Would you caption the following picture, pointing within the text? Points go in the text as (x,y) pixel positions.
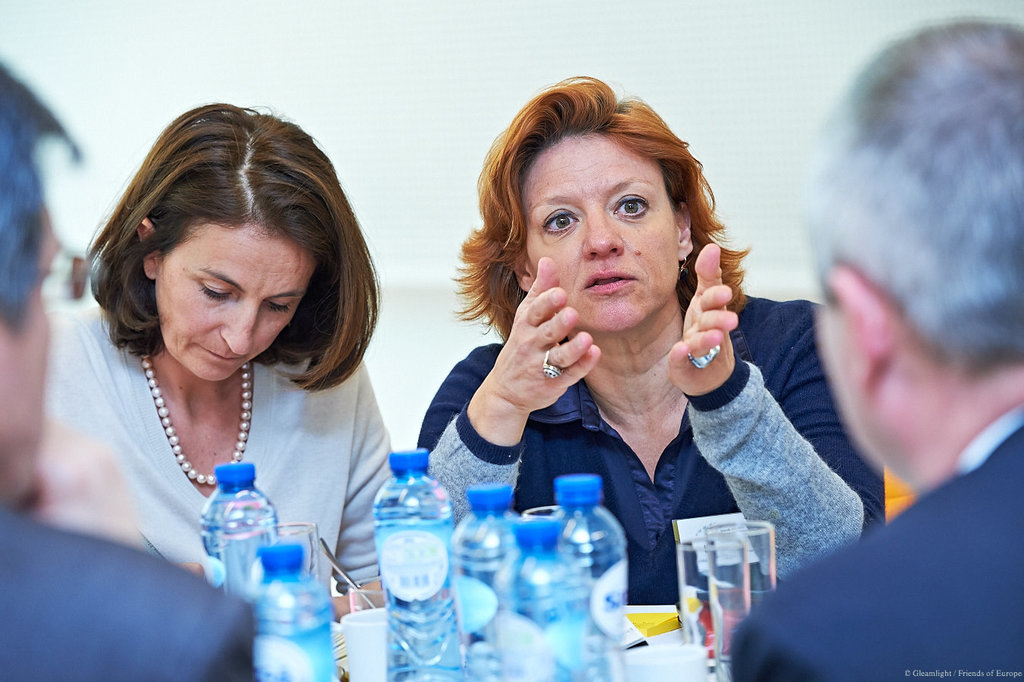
In the image we can see two men (129,610) and two women (643,385) are sitting, they are wearing clothes (889,575). This is a neck chain (246,434) finger ring (551,373) and the earring (679,271). There are many water bottles (497,585), glass (732,573) and the background (397,56) is white in color.
